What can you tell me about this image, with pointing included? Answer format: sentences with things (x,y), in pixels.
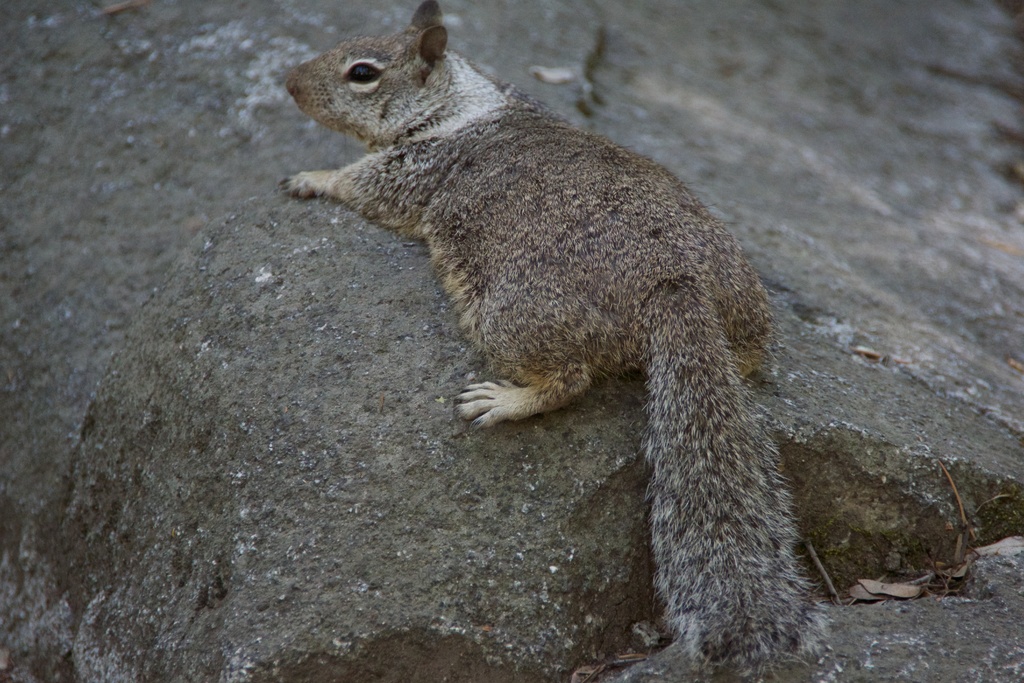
This picture is clicked outside. In the center (539,332) there is an animal (569,362) seems to be walking on the rock (283,389). In the background (839,74) we can see the rock (800,81).
